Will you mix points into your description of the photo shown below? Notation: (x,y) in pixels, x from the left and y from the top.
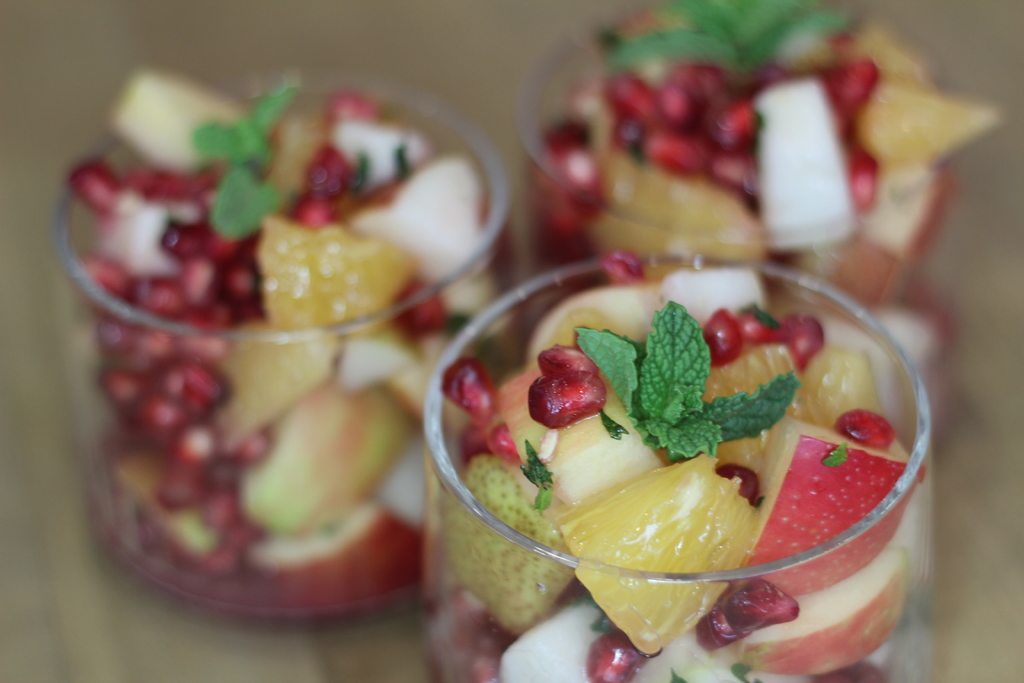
In this picture, we see three bowls (395,397) containing fruit salads (609,524) are placed on the table (170,601). In the background (161,0), it is blurred.
